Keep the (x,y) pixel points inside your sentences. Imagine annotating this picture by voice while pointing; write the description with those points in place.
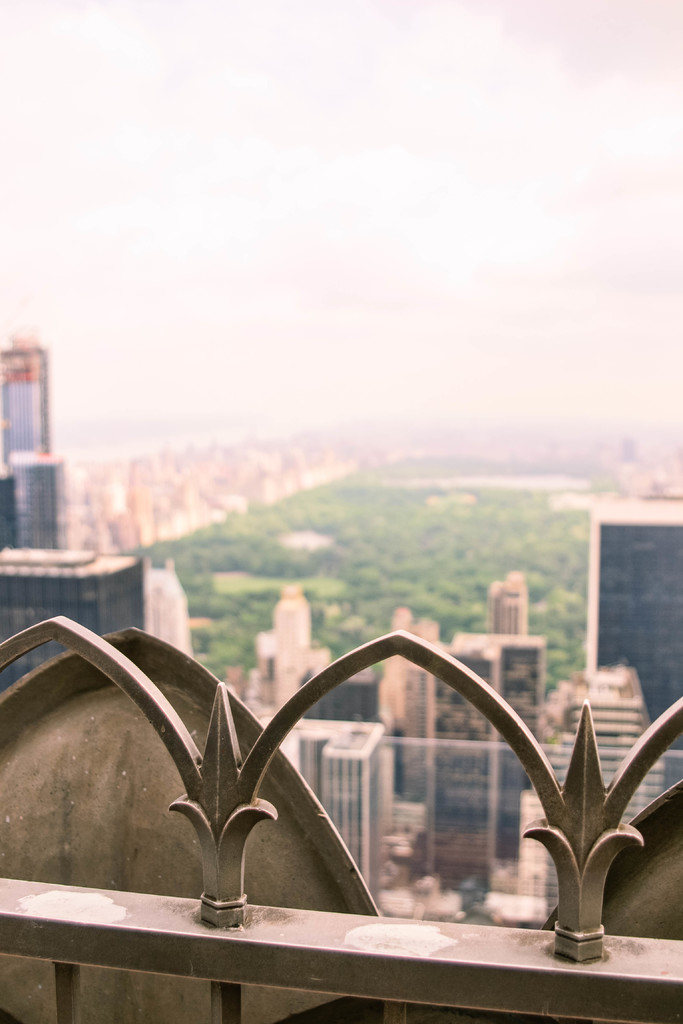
In this image we can see many buildings (515,633), there are trees (369,635), there is a sky (338,171).
